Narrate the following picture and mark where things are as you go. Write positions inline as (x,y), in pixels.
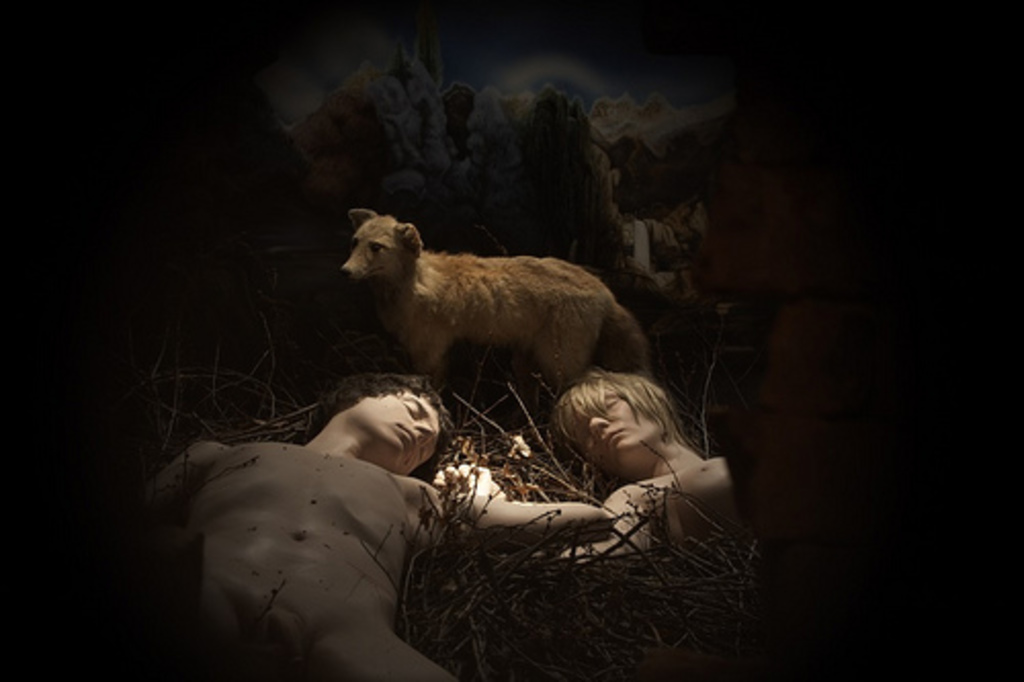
In this picture I can see that there are two people (590,505) lying on the floor (356,352), there are some twigs (519,476) on the floor (357,367) and there is a wolf (519,327) standing here and the background (75,263) is dark.
